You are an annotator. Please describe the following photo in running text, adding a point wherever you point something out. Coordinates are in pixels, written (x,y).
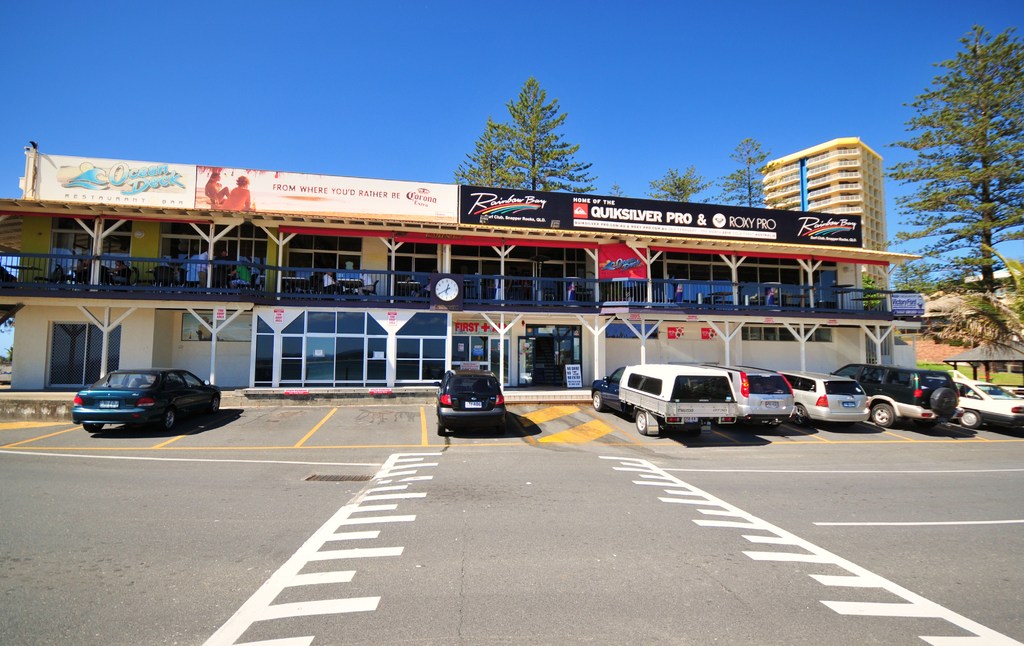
In this image at front (680,309) there are buildings (44,355) and in front of the buildings (414,330) there are cars (603,401) parked on the road (1004,433). At the back side (636,192) there are trees (692,178) and sky (646,86).
